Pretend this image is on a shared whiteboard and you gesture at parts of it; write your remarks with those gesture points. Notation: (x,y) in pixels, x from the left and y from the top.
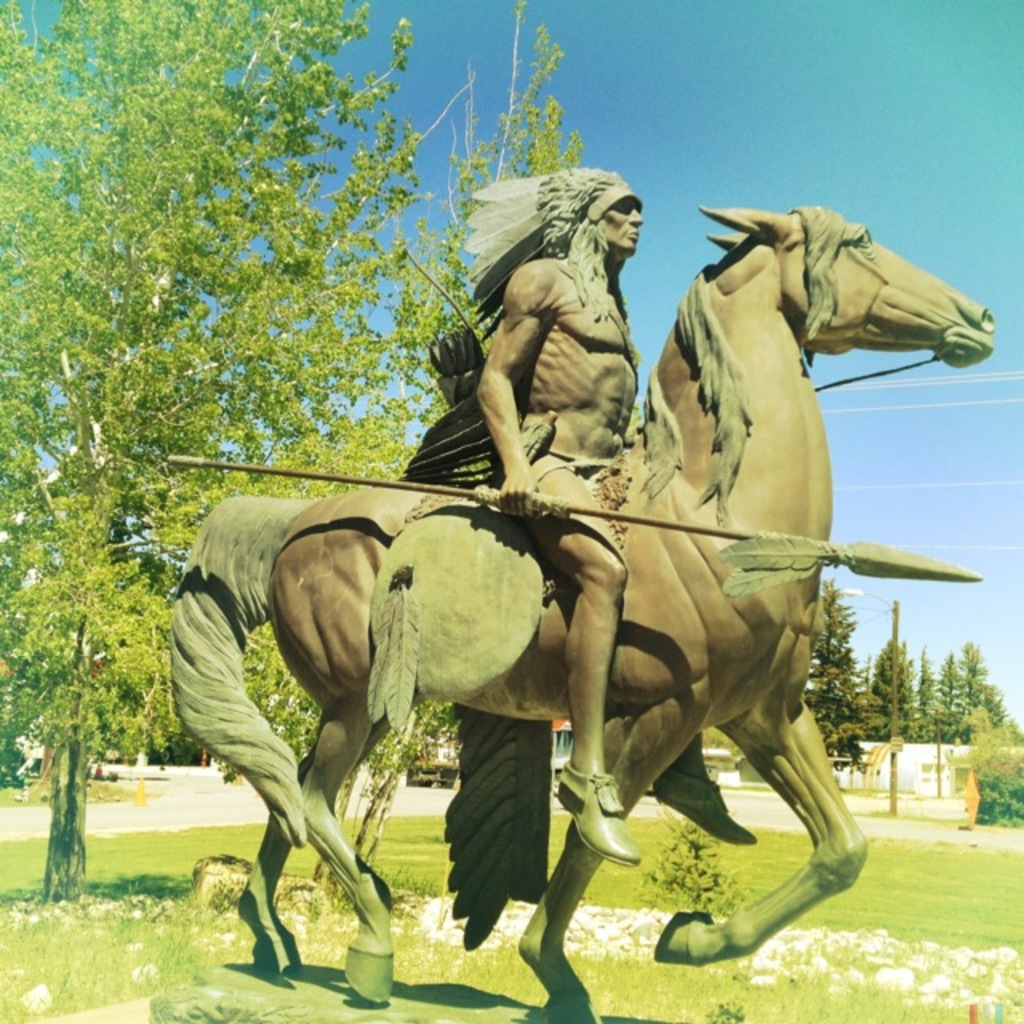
In this image I can see a statue (555,714) of a man (530,361) and a horse (699,572). On the top of the image (695,89) there is a sky (697,107) in blue color. In the background (847,681) I can see the trees (246,384) in green color.
